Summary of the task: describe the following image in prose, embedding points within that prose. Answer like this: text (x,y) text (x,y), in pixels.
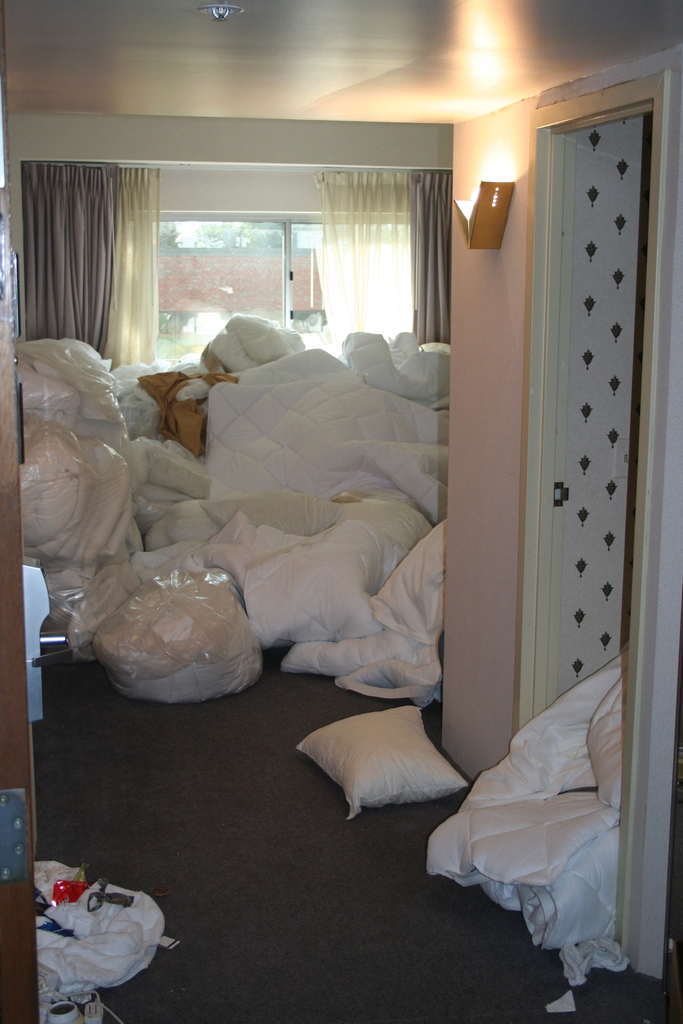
In this image few pillows (418,758), blankets (319,511), bedding (352,460) are on the floor (361,896). A lamp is attached to the wall (485,282). Beside there is a door (566,432). There is a window (298,264) having curtains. From window (233,300) a house (223,288) is visible.
